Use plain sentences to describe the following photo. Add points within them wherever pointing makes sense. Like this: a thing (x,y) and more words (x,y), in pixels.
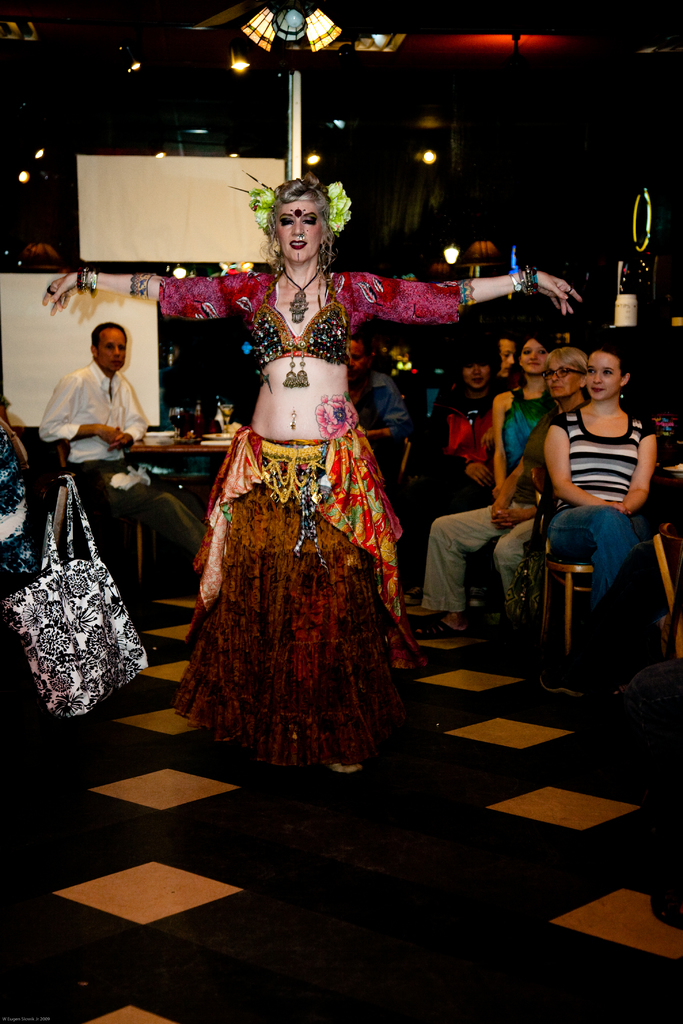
Woman (316,444) standing, people (576,475) are sitting on the chair (561,566), here there is bag (74,635).
